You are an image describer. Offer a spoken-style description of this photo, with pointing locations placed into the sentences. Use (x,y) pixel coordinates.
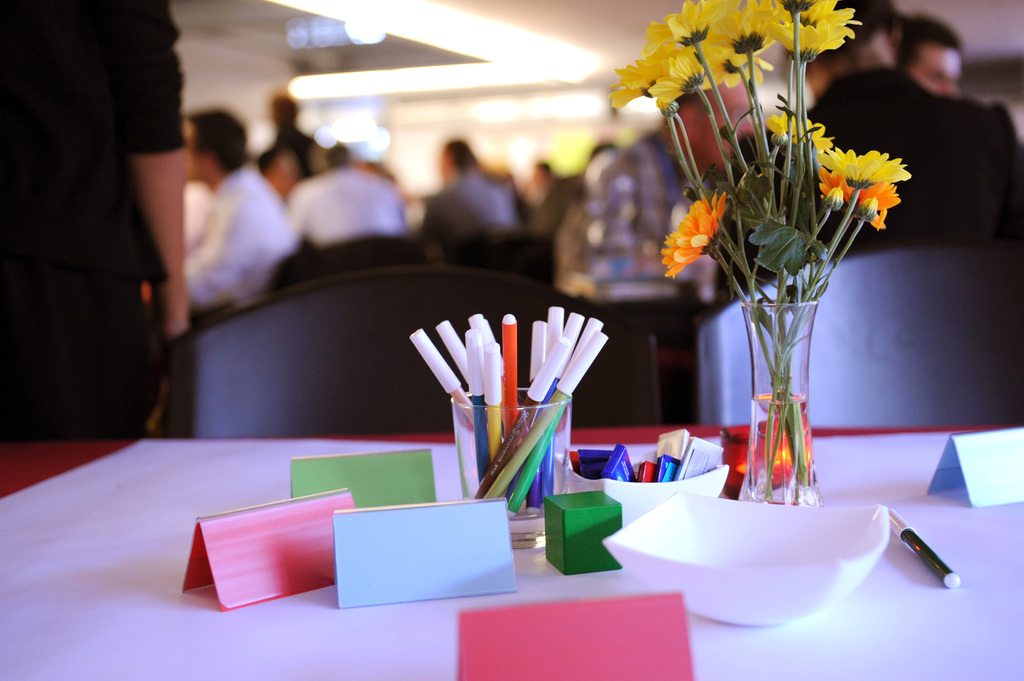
In this image we can see a flower vase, some sketches (537,461) in a glass (534,467), some objects (668,478) in a container (645,488), a bowl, a pen (951,584) and some objects (523,638) which are placed on a table (573,589). On the backside (655,238) we can see a group of people (630,228), some chairs (826,260) and a roof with some ceiling lights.
